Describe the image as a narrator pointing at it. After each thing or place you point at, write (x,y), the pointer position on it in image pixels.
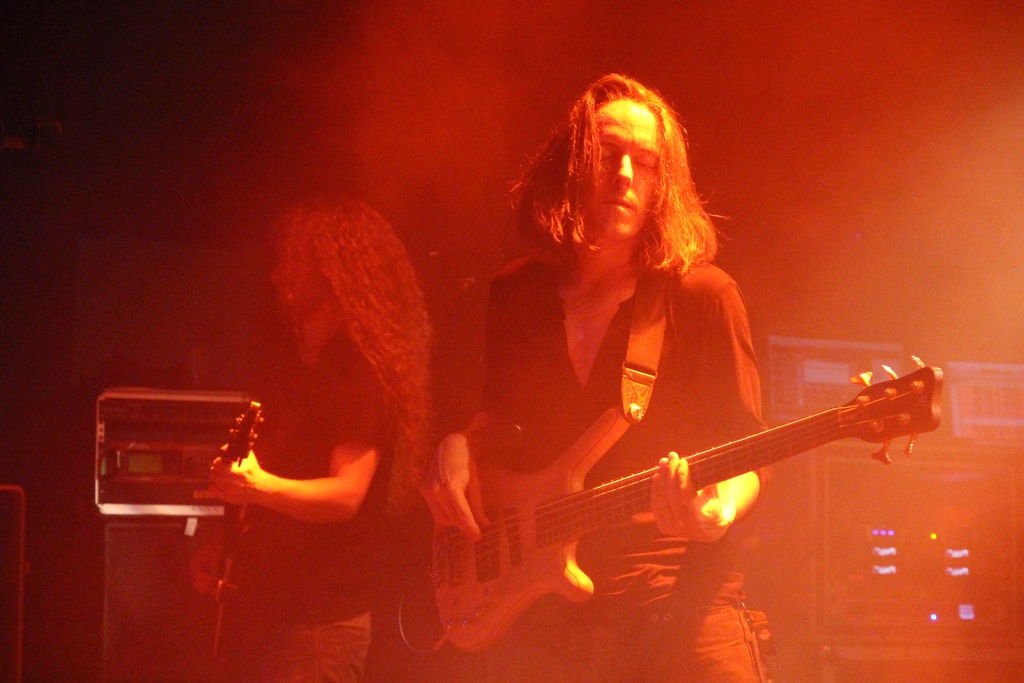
In this image in the foreground (390,305) there are two persons (610,277) who are holding some musical instruments (574,529), and in the background (958,589) there are some music systems (874,558), lights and some objects (122,568).
